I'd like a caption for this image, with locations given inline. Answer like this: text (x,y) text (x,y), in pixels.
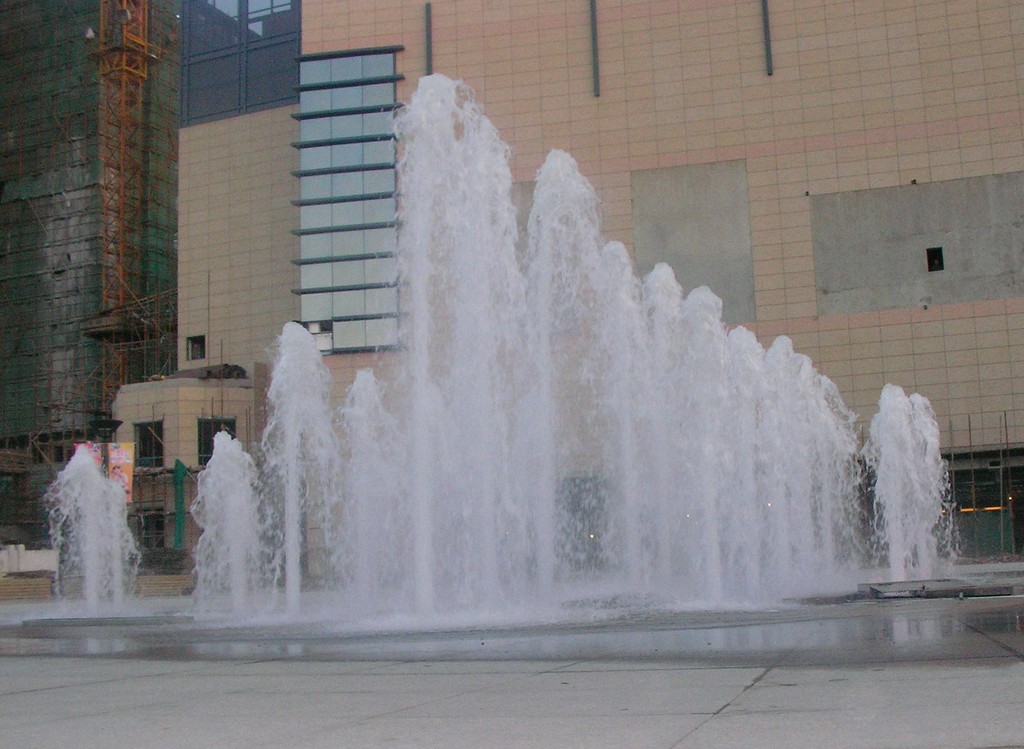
There is a water fountain (386,445). Behind that there is a building (484,74). On the left side (107,226) there is a construction (75,201) of the building (78,245).
